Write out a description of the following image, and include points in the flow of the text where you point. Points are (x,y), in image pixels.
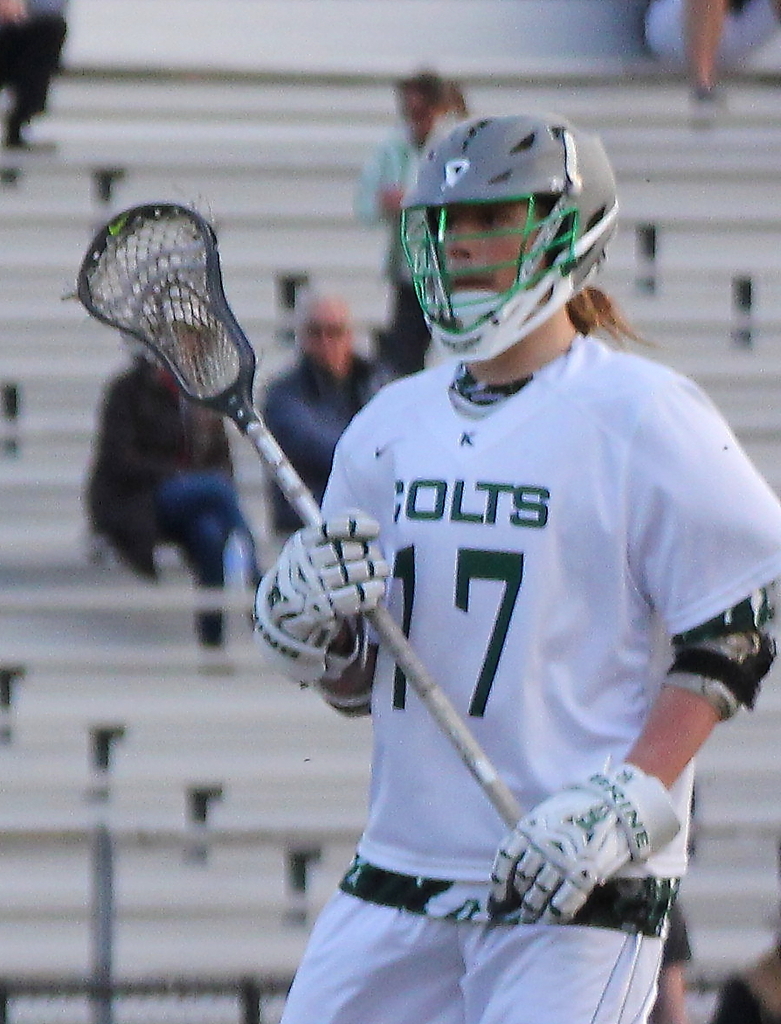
In this image we can see a person (688,625) wearing a white dress (579,478), helmet (517,171), gloves (336,548) and holding a stick (243,381) in his hands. In the background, we can see group of audience (197,362).
